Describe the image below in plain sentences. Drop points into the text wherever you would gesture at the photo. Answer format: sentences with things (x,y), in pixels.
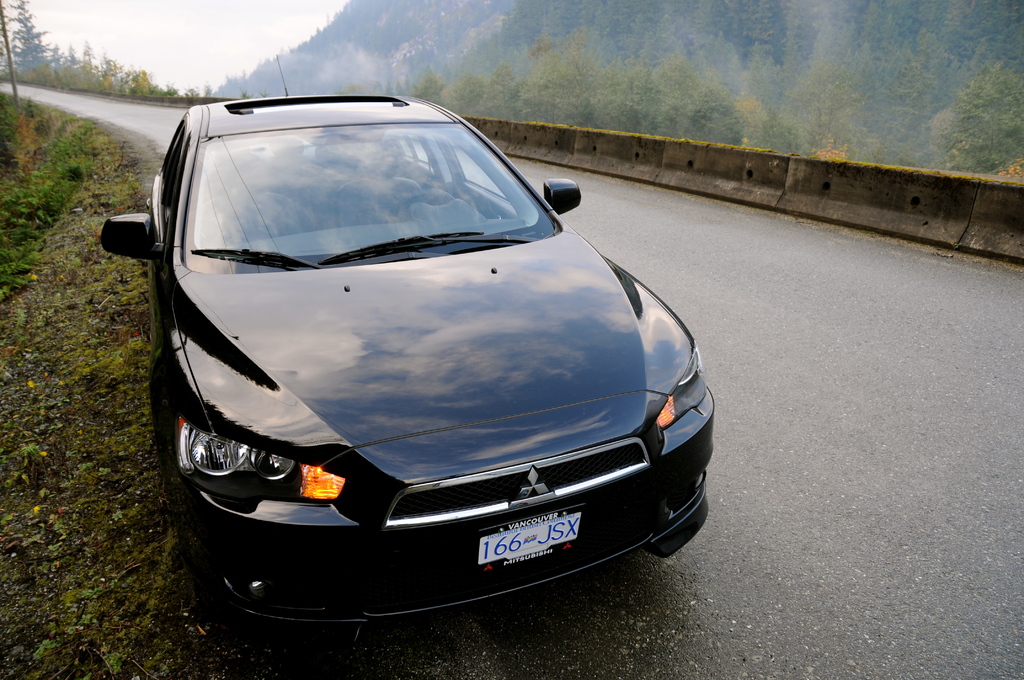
In this picture we can see a car (257,597) on the road (808,248) and in the background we can see trees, sky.
